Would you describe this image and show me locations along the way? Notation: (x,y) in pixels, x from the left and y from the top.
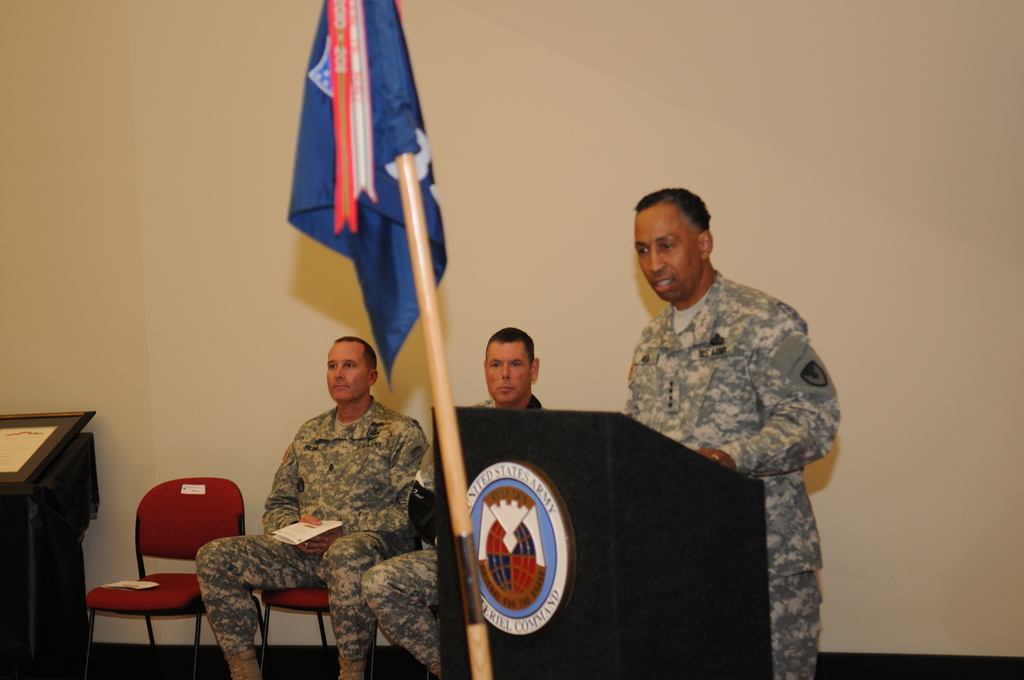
In this image we can see three men (312,494). They are wearing army uniform (388,571). One man (779,343) is standing. In front of the man (747,443), we can see a podium (603,520) and a flag (458,549). The other two men (307,479) are sitting on the chairs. In the background (97,555), we can see a white color wall (724,251). On the left side of the image (62,434), we can see a black color frame (23,469) and a table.
